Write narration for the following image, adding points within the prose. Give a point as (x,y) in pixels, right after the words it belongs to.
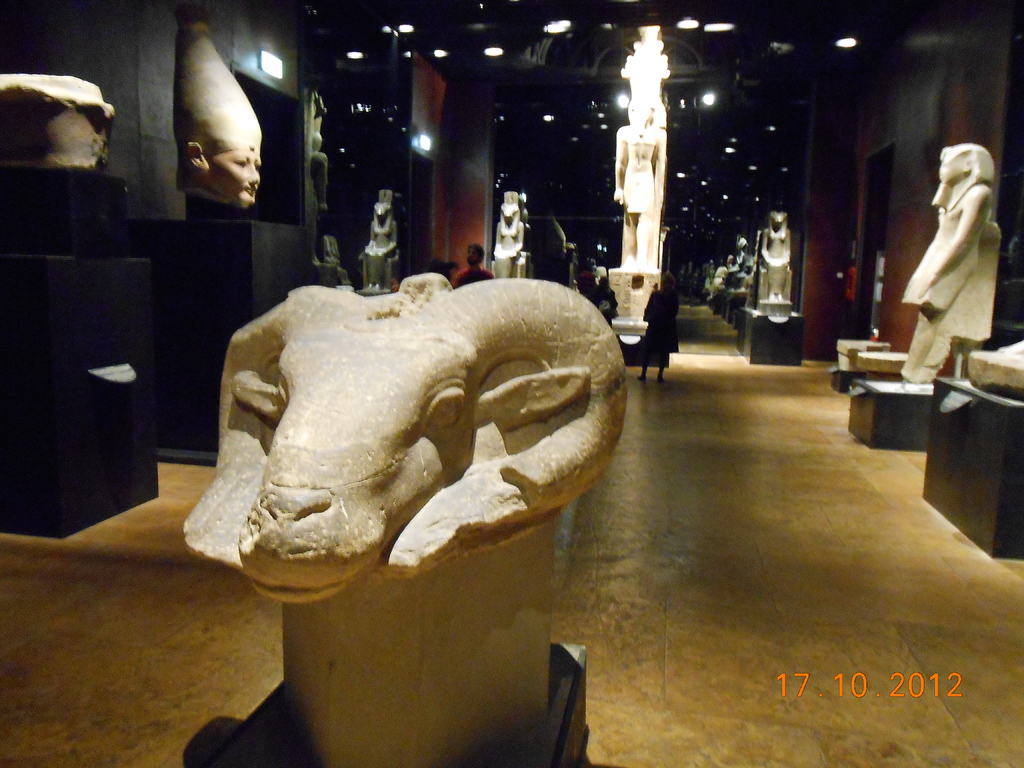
In front of the picture, we see the stone carved statue (380,423). On either side of the picture, we see statues (768,273) which are placed on the black color tables (1001,501). In the background (657,41), we see a statue (654,200). At the top (533,16), we see the lights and the ceiling (808,8) of the room (461,42). This picture might be clicked in the museum (456,242). The man (453,283) in red T-shirt (453,283) is standing.
